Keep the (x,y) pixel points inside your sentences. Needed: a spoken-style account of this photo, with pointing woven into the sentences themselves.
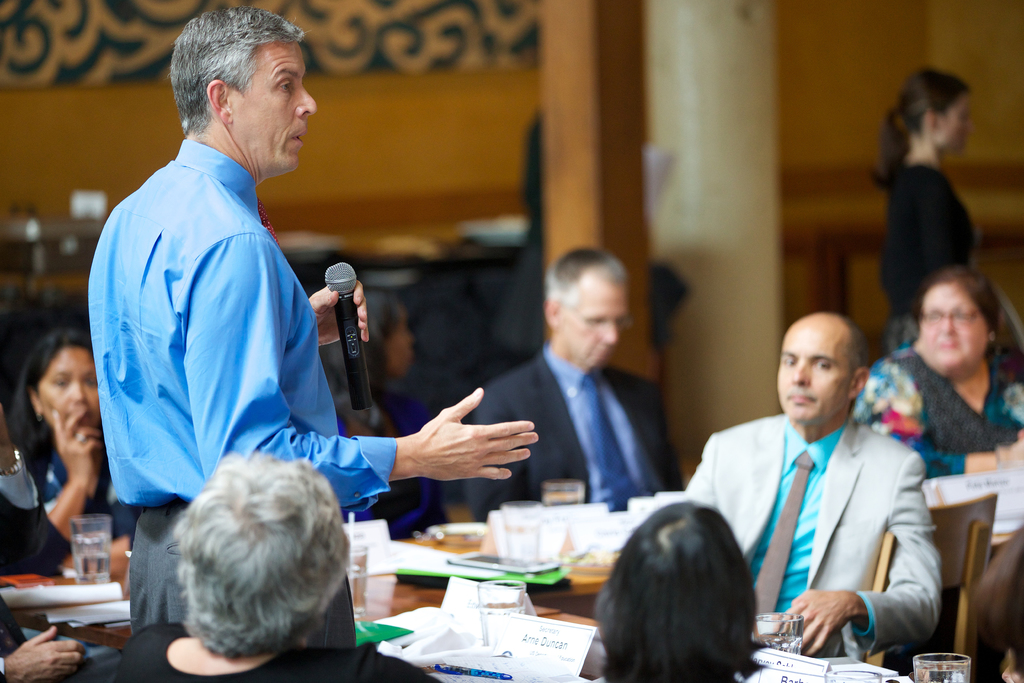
In this image I can see there are few persons (922,443) sitting in front of the table (370,603) and a person (285,326) standing and holding a mike (344,297) on the table (388,595) I can see glass (353,575) and paper (488,541) and I can see the wall (873,66) at the top (504,104).
